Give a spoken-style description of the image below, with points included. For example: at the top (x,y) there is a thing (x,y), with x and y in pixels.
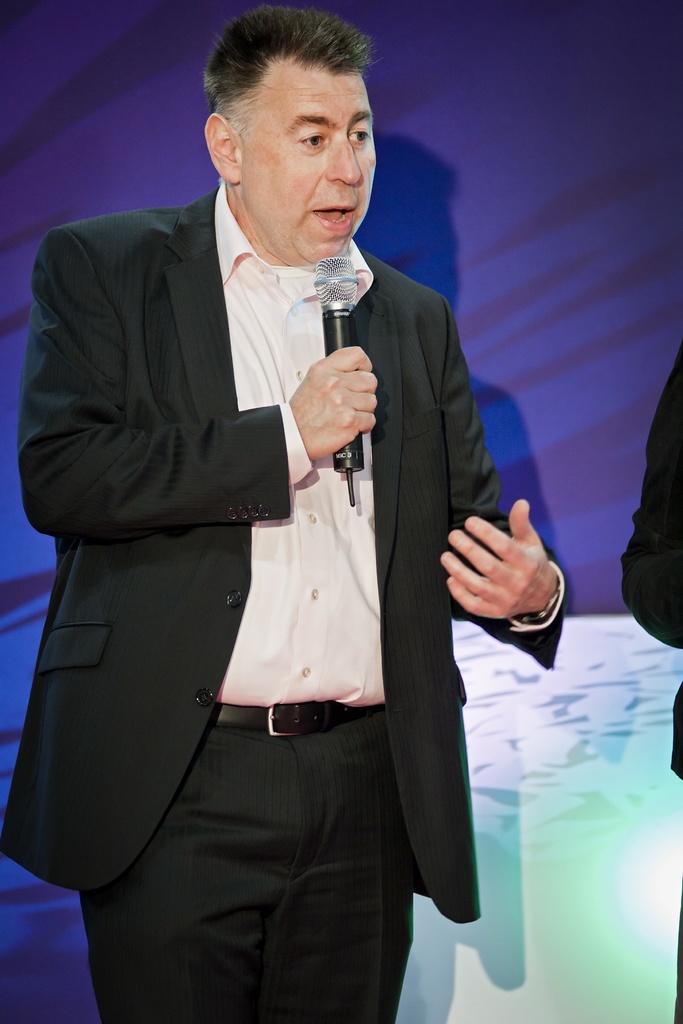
Here we see a man (227,492) standing and speaking with the help of a microphone (356,278).
